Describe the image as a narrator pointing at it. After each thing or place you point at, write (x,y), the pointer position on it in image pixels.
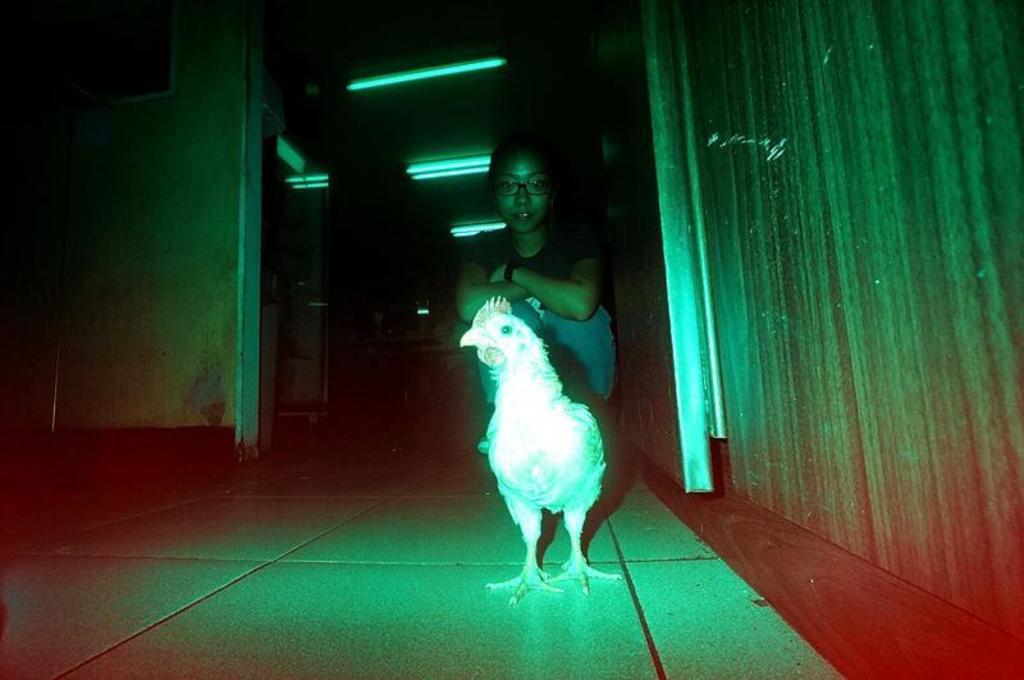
In this picture i can see a woman (541,312) and a hen (515,329) on the floor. The woman (556,260) is wearing spectacles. In the background (224,273) i can see tube lights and a wall (182,197).
